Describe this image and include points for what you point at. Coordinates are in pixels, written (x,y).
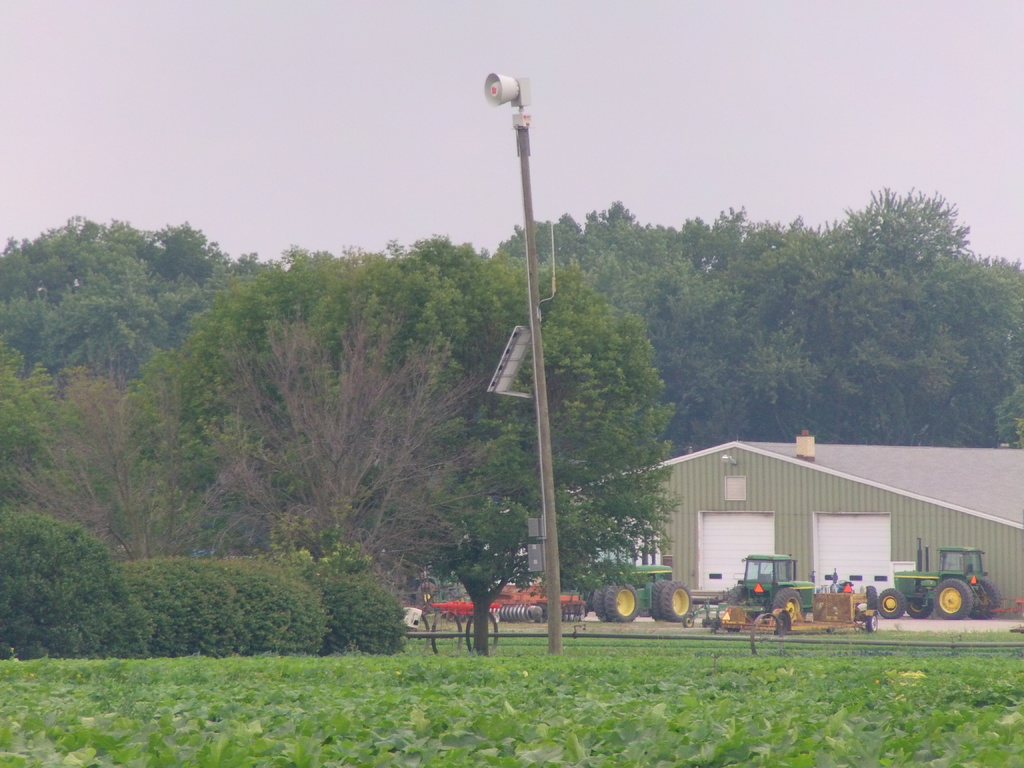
In the foreground (1008,746), I can see a pole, grass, plants (450,738), trees (486,533), pipe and vehicles (744,567) on the road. In the background (865,579), I can see a shed (739,475) and the sky (689,169). This image is taken, maybe during a day.
